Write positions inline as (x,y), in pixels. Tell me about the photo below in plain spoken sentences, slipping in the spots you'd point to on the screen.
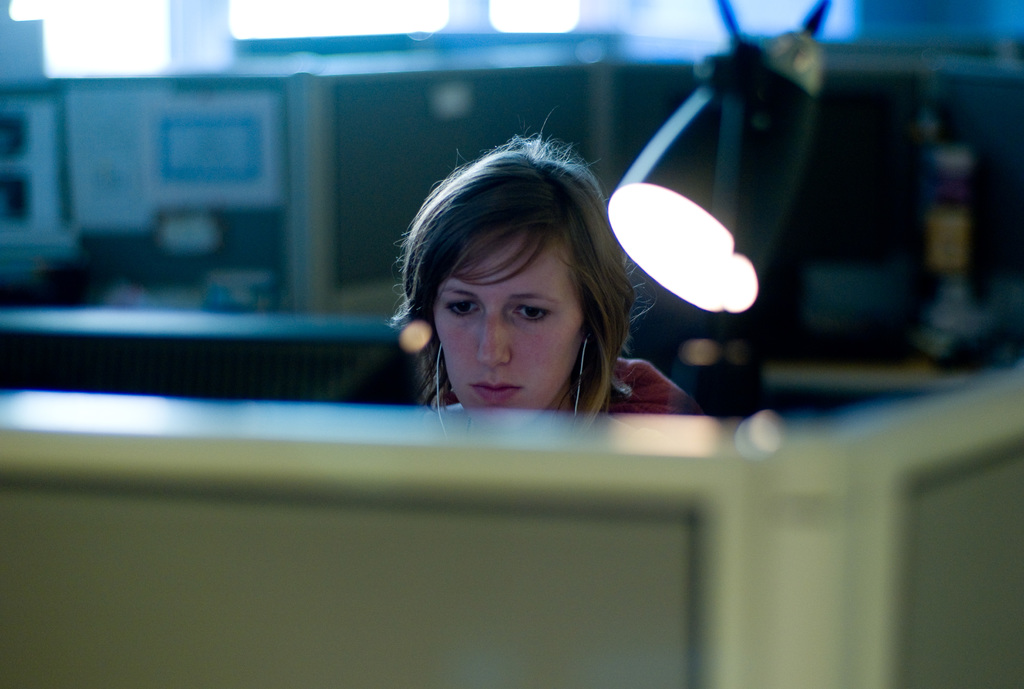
This image consists of a woman (569,368). On the right (773,216), there is a lamp (731,218). At the bottom (1005,631), it looks like a cabin (6,581). The background (1010,124) is blurred.
